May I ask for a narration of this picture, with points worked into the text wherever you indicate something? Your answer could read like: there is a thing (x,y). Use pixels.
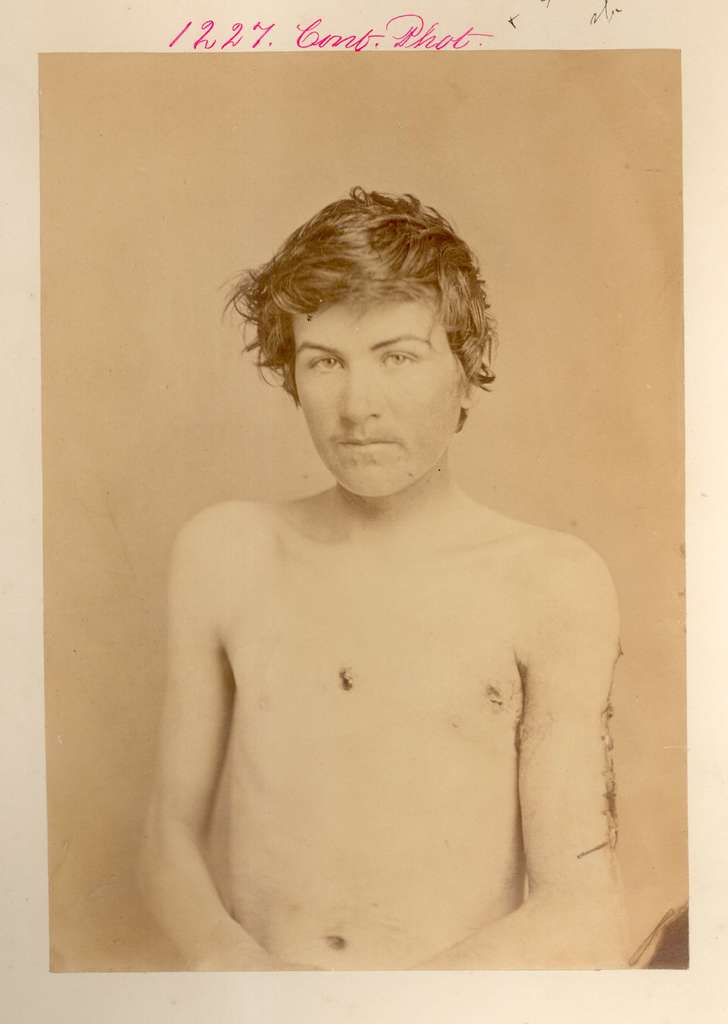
In this picture we can see poster (672,229). In the poster (325,486) there is a man (417,735) who is standing near to the wall (644,431). On the top (433,38) we can see text (417,44).
